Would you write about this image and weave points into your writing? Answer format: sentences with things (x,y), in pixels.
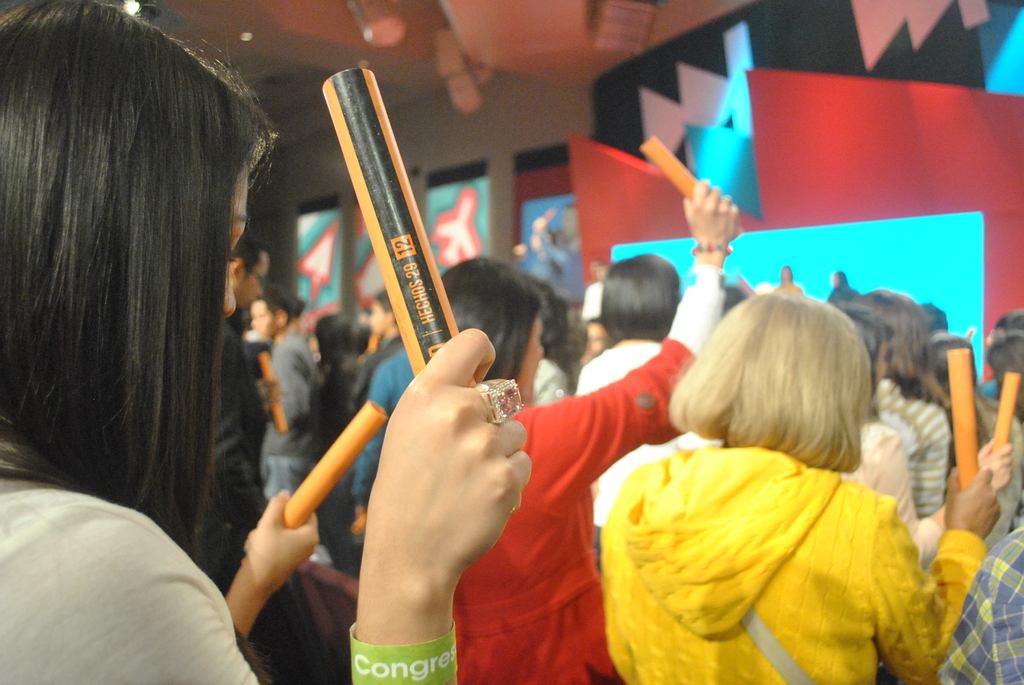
In this image on the left (84,311) there is a woman (125,372), she wears a t shirt (171,636), her hair (147,515) is long. On the right (822,488) there is a woman (797,510), she wears a yellow jacket (784,576), she is holding sticks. In the middle (583,435) there is a woman (560,480), she wears a red t shirt (567,480), she is holding sticks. In the middle (659,333) there are many people (674,434). In the background (736,190) there are posters (452,228), screens (745,254), wall (500,172).
